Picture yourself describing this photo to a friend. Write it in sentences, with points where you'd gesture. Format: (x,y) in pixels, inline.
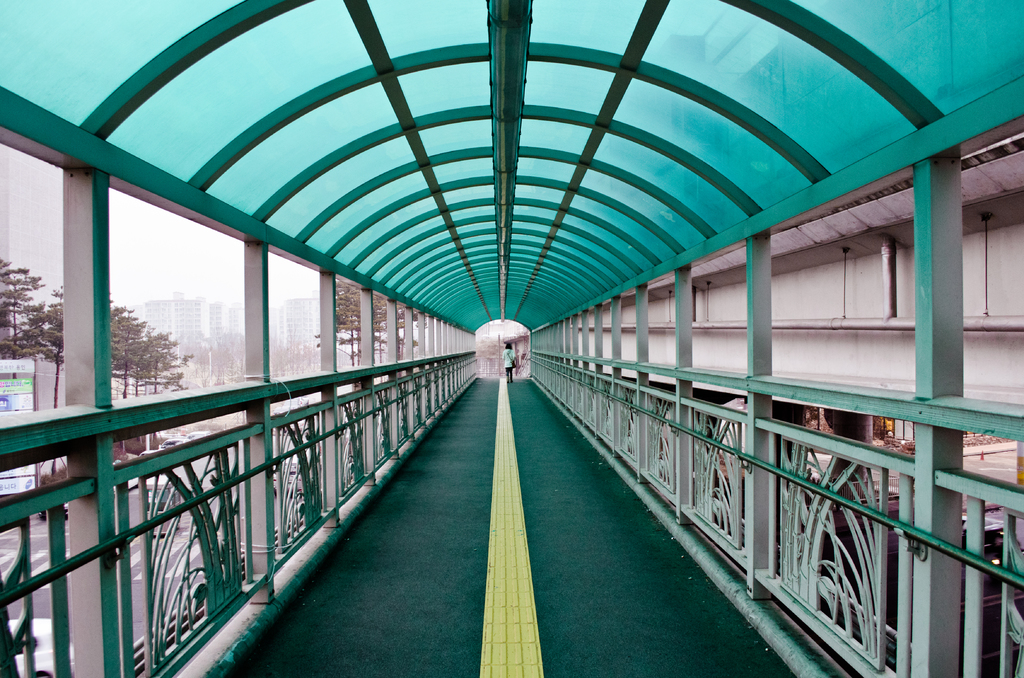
In this image I can see a person (512,366) present at the back (508,353). There are fences (637,426) on the either sides. There is a roof (615,10) at the top (139,180). There are trees (357,313) and buildings (166,327) on the left (288,364). There is a building (650,347) on the right (693,302).
